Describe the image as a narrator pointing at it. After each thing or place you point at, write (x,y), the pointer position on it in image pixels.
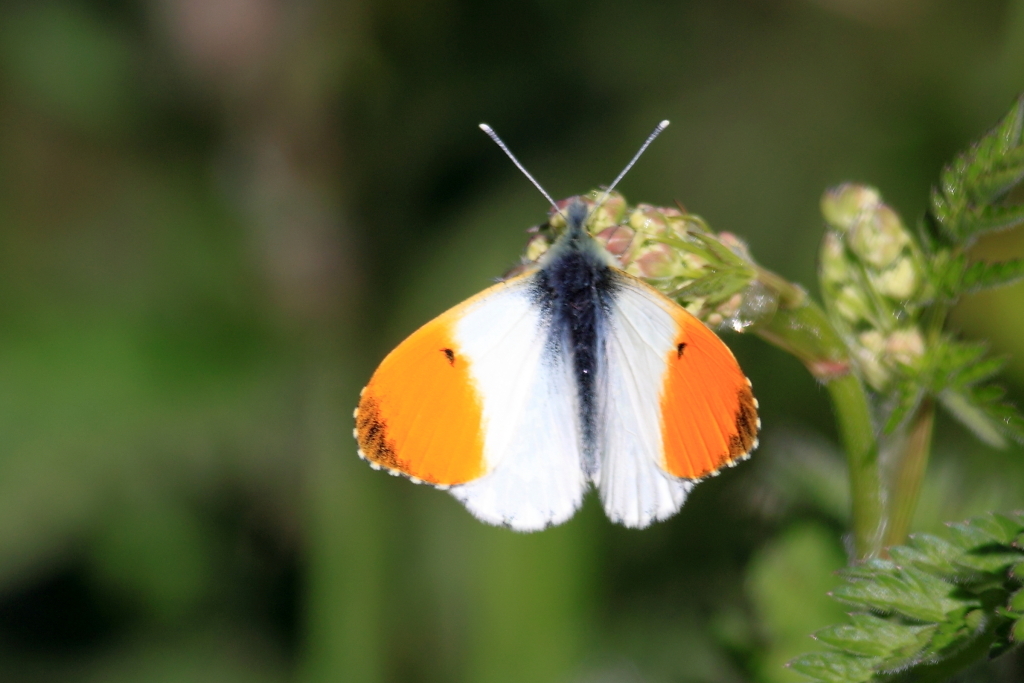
the background of the picture (235,217) is very blurry. Here we can see a plant (883,595) and this is a butterfly (601,421) in white and orange in colour.
